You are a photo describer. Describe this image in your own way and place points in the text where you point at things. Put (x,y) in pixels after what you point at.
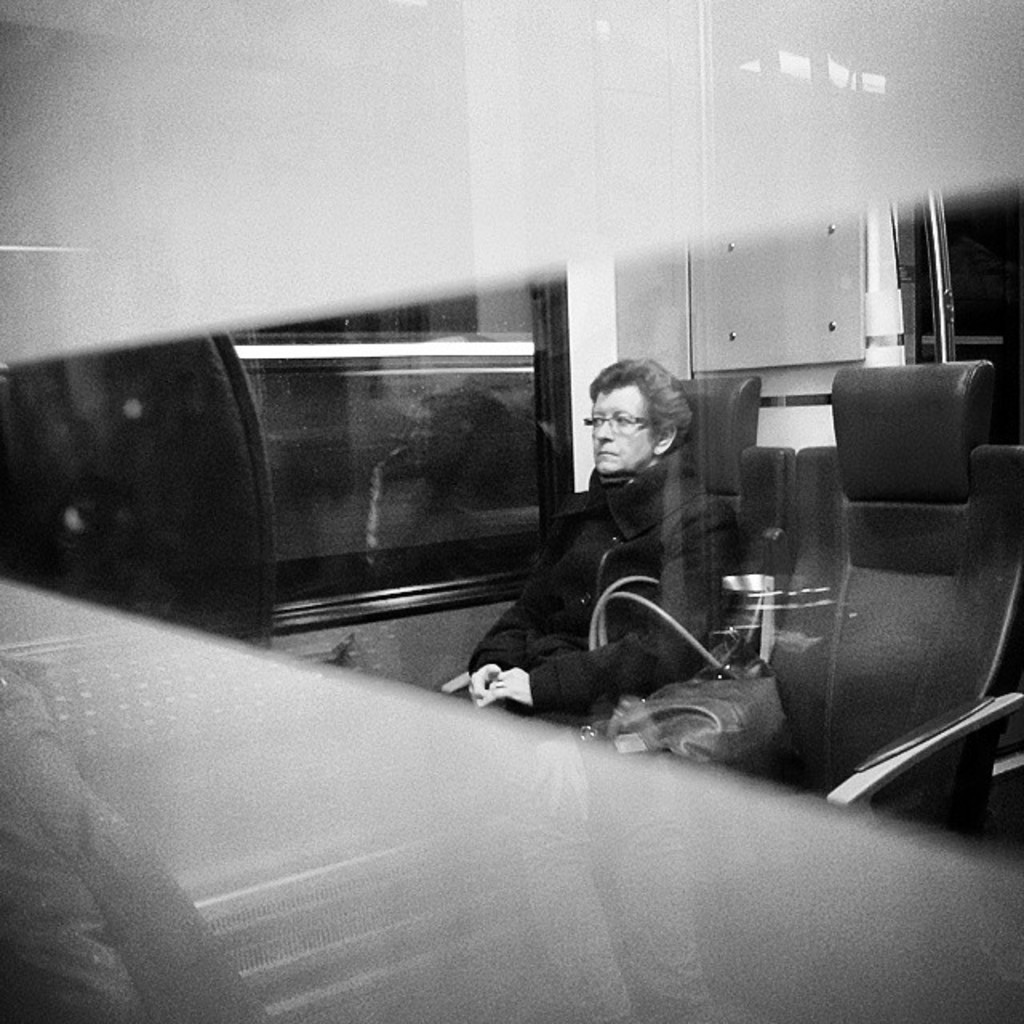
This is a black and white image. In this image there is a lady (582,573) wearing specs (627,424) is holding a bag (720,702) is sitting on a chair (726,493). Near to her there is a glass window (439,365). Also there is a box (768,316) on the wall (652,329). And there is a chair (884,685).
